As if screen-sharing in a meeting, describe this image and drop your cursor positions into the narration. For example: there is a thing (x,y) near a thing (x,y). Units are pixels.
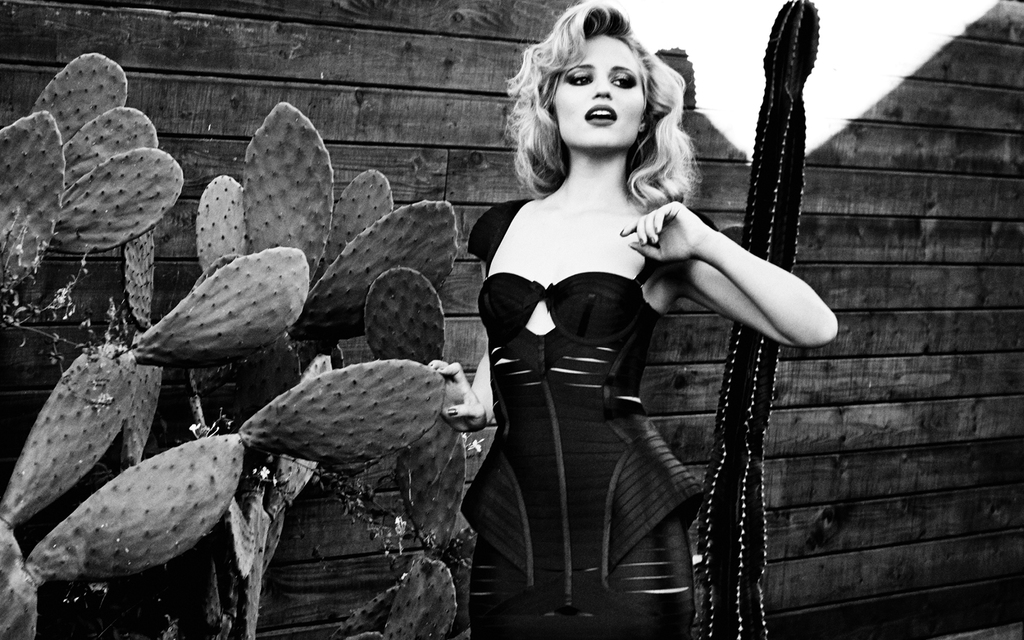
In the center of the image (629,315) we can see a lady (625,301) standing and there are cactus plants (761,532). In the background (888,196) we can see a wooden wall (892,361).
